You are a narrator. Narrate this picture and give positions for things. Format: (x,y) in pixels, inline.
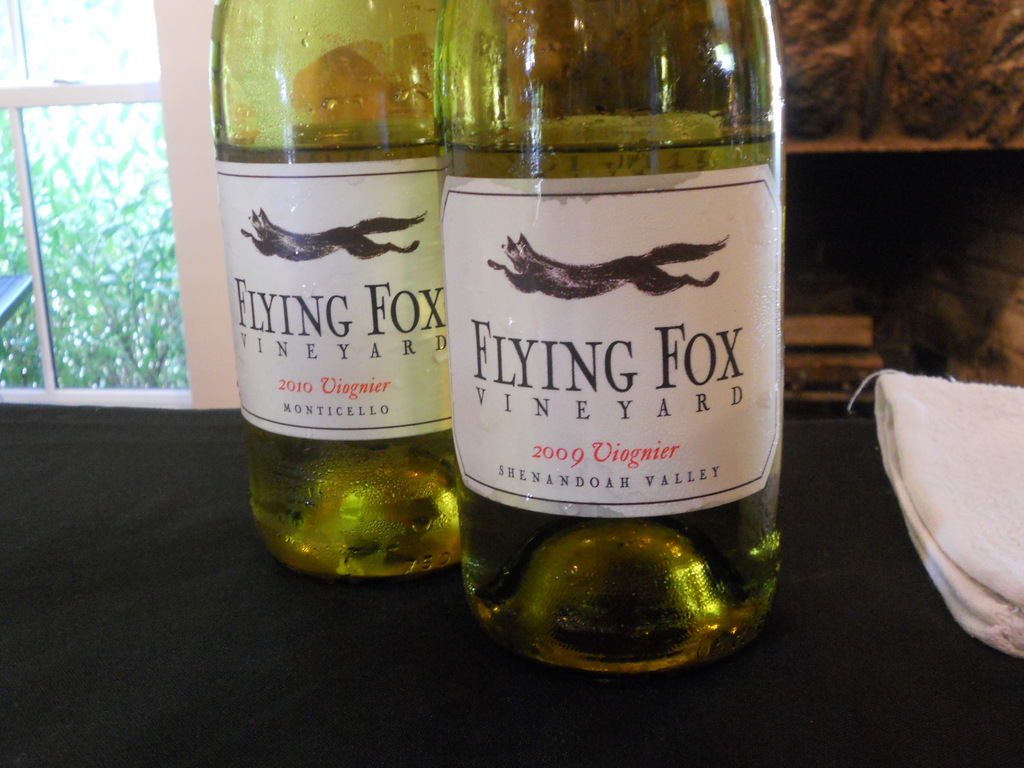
In this image, There is a table (693,690) which is in black color and on that table (469,616) there are two glass bottle (668,264) on that flying fox is written.
